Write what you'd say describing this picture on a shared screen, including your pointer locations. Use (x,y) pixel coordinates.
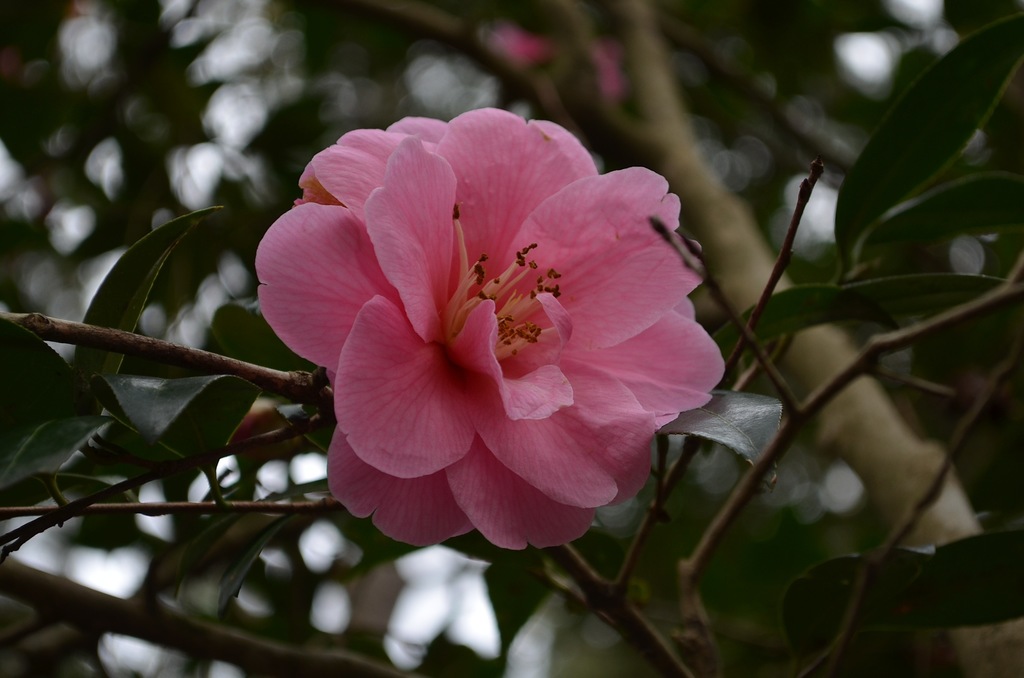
In this picture I can see a flower (649,312) and I can see tree branches (474,23) and leaves (28,36) in the background (281,111).
